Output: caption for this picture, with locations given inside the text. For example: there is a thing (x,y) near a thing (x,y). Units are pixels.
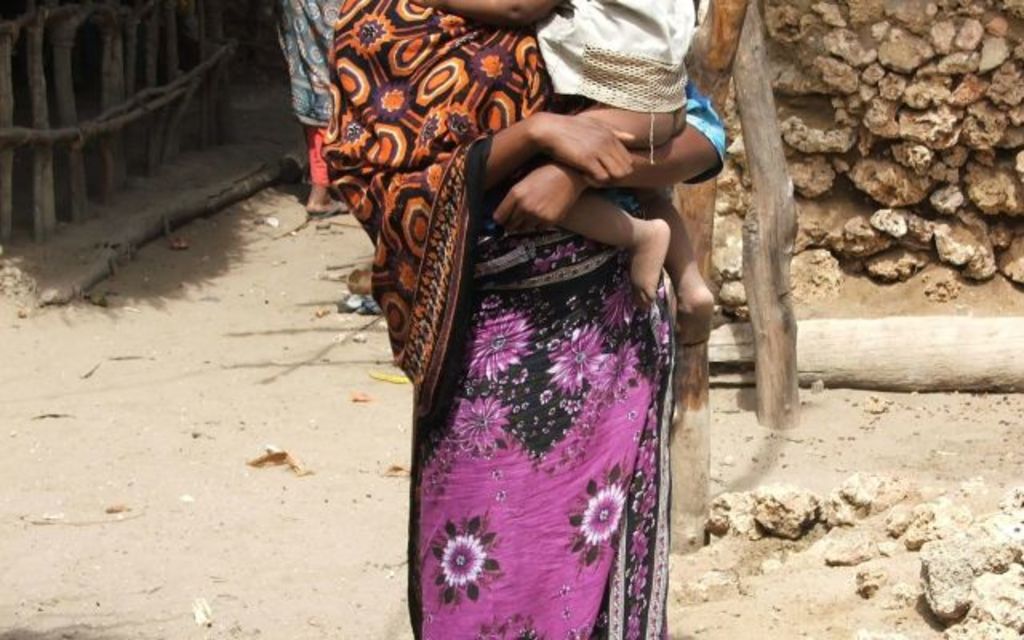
In this picture I can see a person (447,534) standing and carrying a kid (649,129), there are rocks (968,574), fence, and in the background (335,19) there is another person (312,36).
